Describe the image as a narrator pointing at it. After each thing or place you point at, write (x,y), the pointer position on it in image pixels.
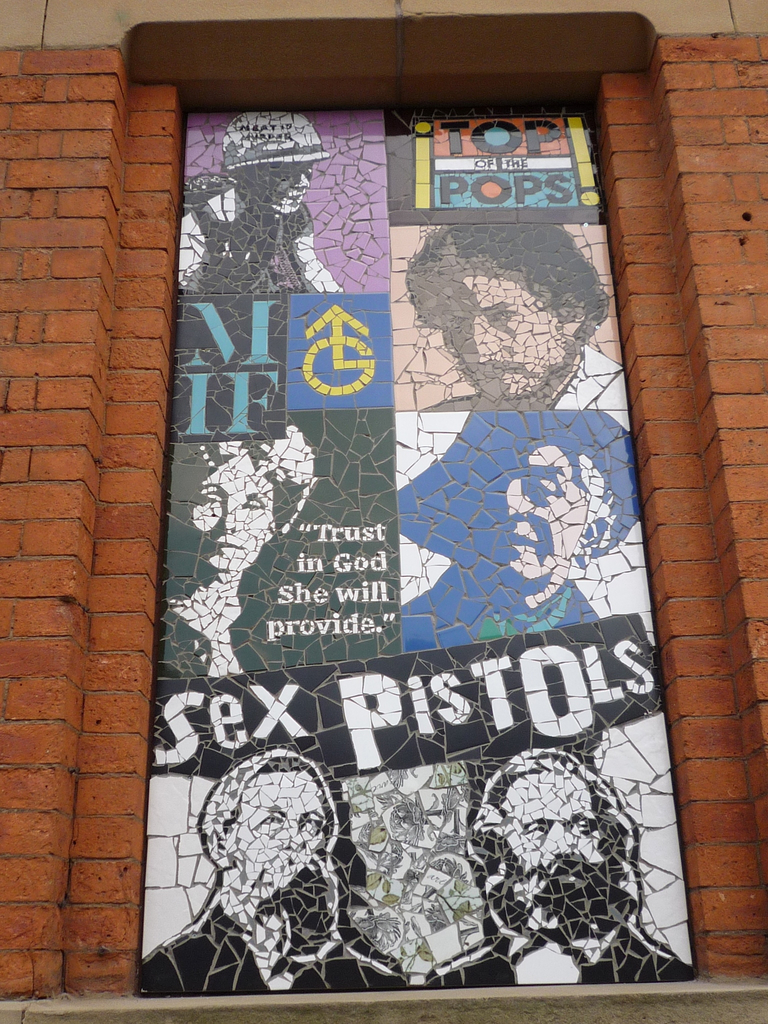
In this picture I can see there are different colored tiles (309,418) and there are different people (412,496) in the image. There is something written on the picture and there is a wall (715,129) around the picture.
